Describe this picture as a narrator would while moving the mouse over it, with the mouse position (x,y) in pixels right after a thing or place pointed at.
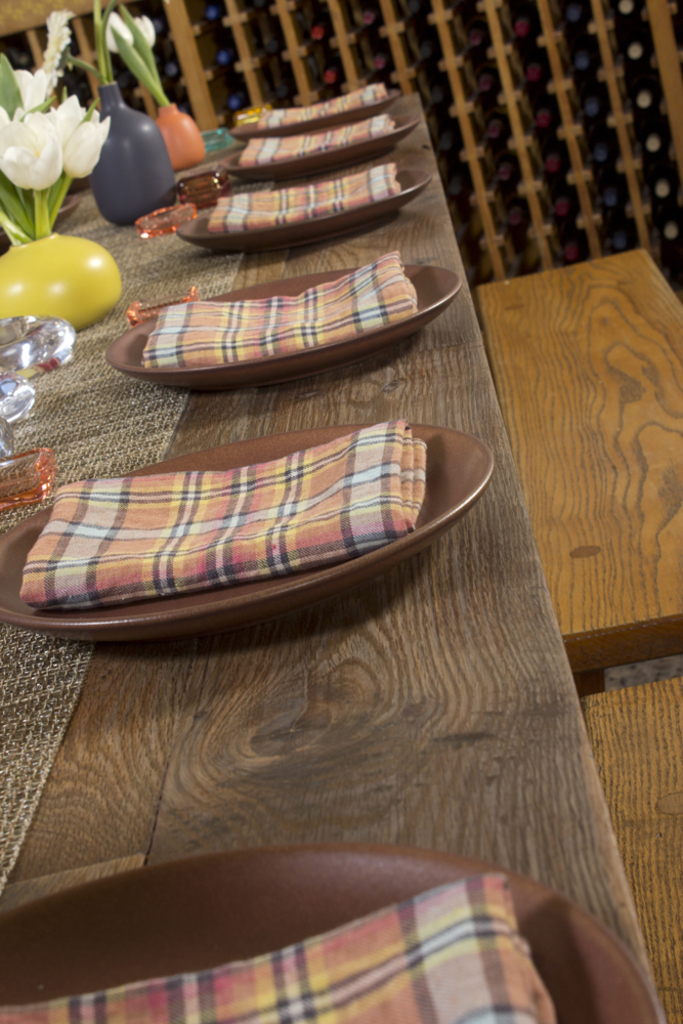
In this image there is a table (255,686) having plates (207,377), flower vases (4,265) and few objects (46,342). There are napkins (327,108) on the plates (246,592). There are flowers (34,159) and leaves (2,91) in the vases (18,267). Right side (669,917) there are benches (619,552) on the floor (624,673). Background (504,116) there is a wall (632,230).
